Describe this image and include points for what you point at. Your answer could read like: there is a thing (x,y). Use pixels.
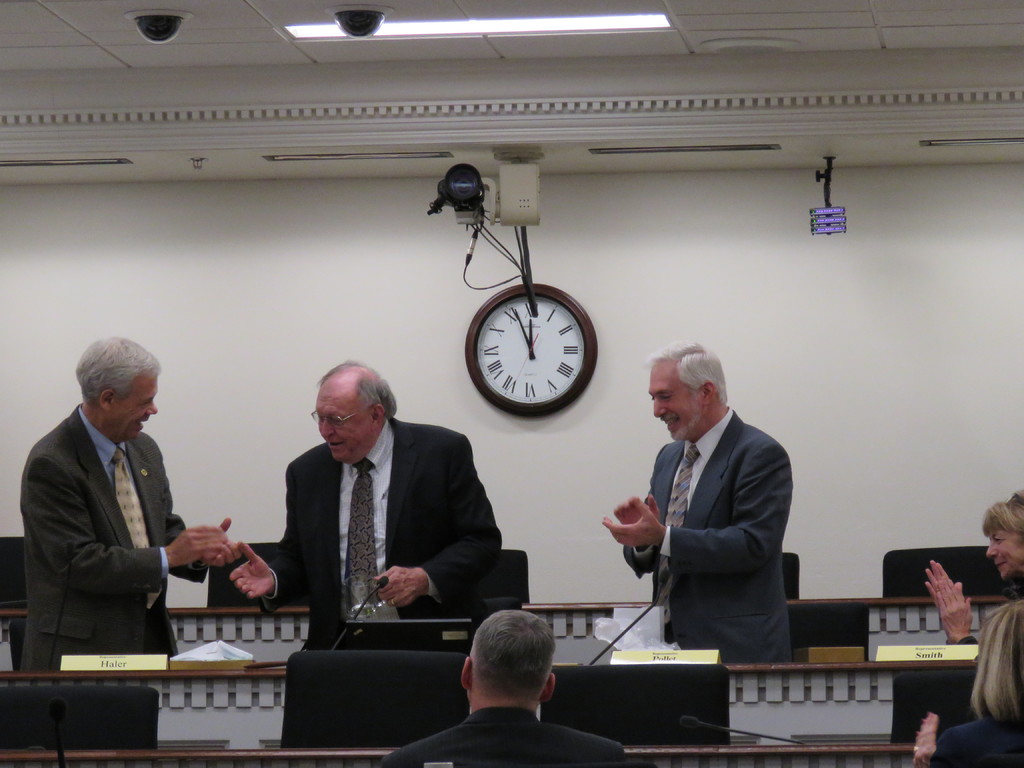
In this image I can see three persons (659,513) standing. In front (433,468) the person (339,479) is wearing black color blazer (414,461), white shirt (385,467). In the background (541,338) I can see the clock (548,351) attached to the wall (660,304) and the wall (772,315) is in cream color.
